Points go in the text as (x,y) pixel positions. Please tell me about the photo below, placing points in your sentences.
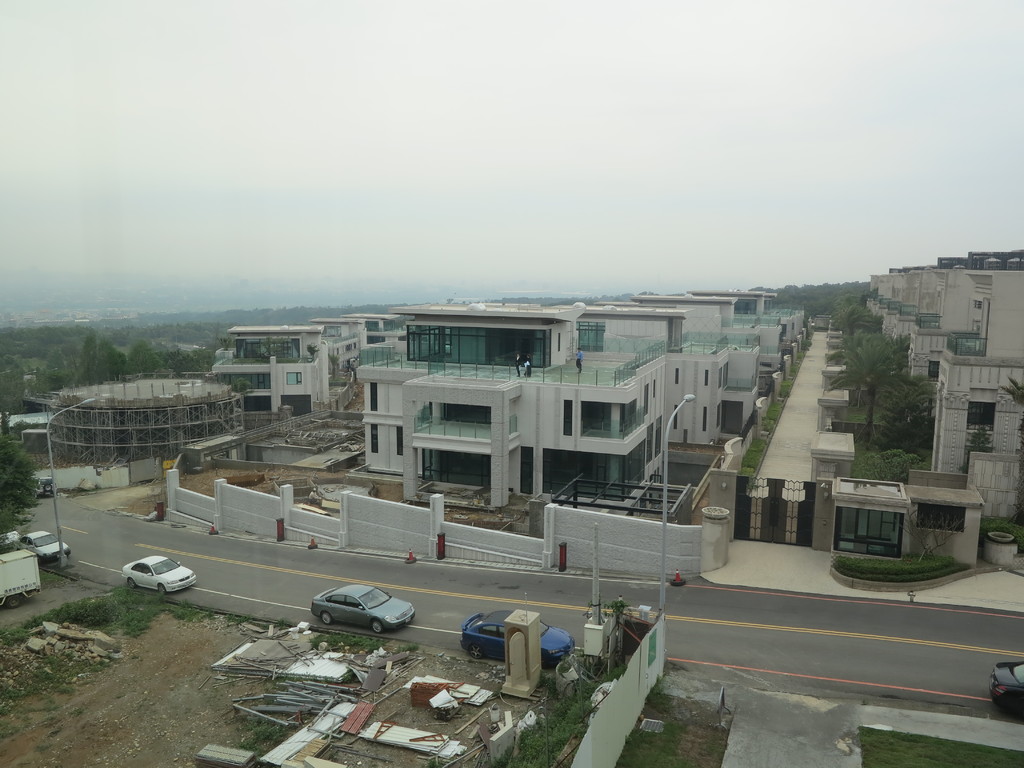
In this image we can see the buildings (725,431). We can see the metal doors (758,516). We can see the surrounding trees (167,341). We can see the vehicles (319,602) on the road (850,645) and at the top (398,204) we can see the sky (389,182).
